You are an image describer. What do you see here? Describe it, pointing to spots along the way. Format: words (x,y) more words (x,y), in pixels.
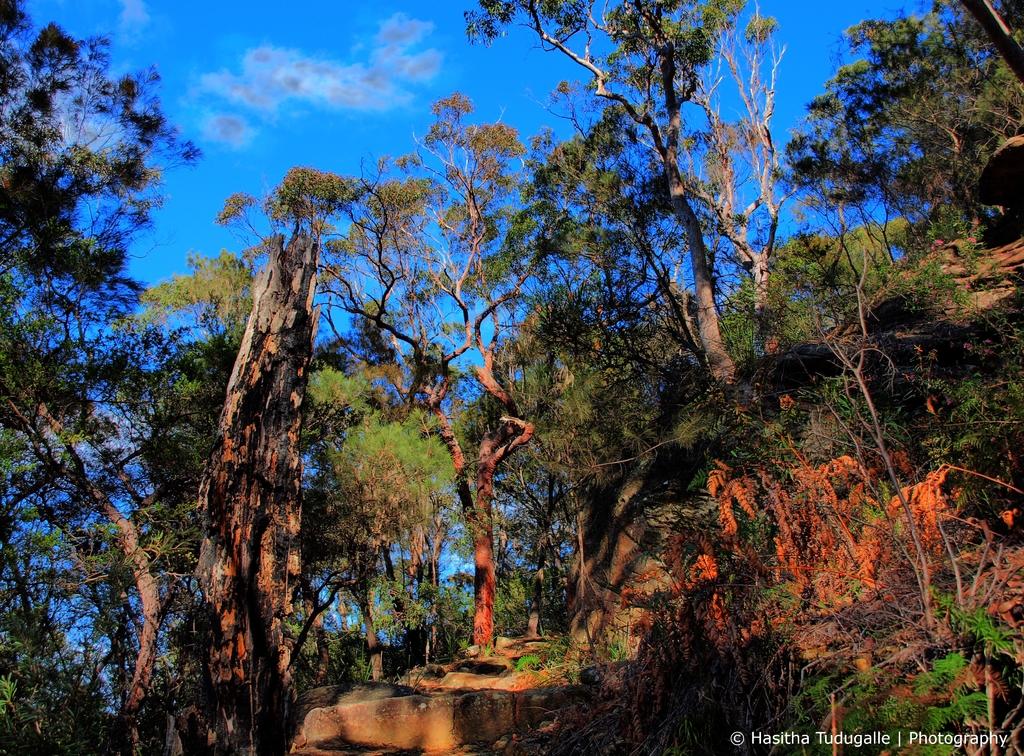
In the picture I can see few trees (679,421) and rocks (648,590) and there is something written in the right bottom corner (844,741).
